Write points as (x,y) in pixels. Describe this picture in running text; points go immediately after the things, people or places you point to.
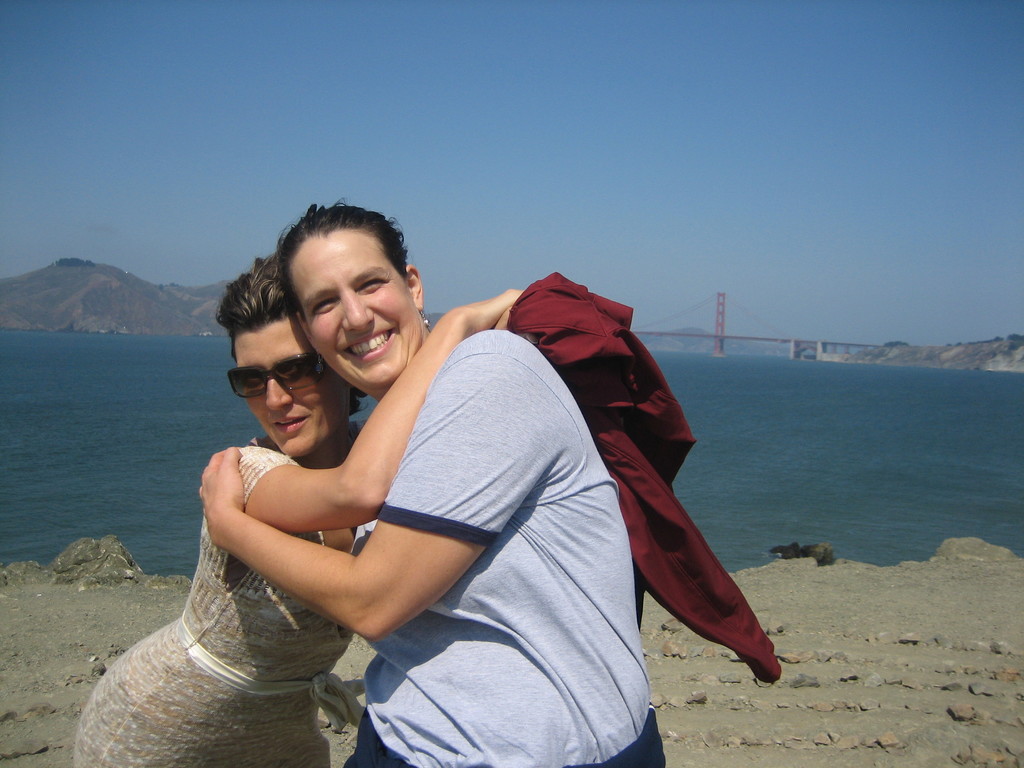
In this image there are two women (323,566) hugging each other and one woman (438,417) is holding a jacket (639,367). In the background (826,390) there is a river (912,471) and also a flyover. Image also consists of mountains (56,322) and stones (948,710) on the ground (904,621). Sky (601,56) is also visible.
